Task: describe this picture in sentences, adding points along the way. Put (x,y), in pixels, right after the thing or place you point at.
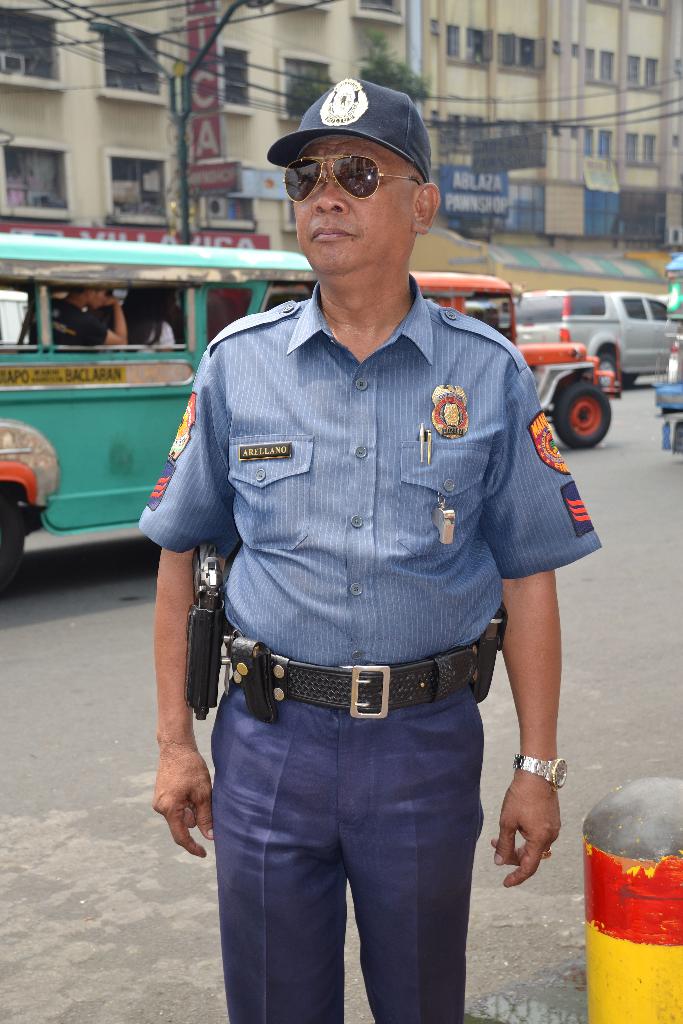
In this picture we can see one person (420,360) is standing on the road (609,723), back side, we can see few vehicles (49,398) are moving and some buildings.
